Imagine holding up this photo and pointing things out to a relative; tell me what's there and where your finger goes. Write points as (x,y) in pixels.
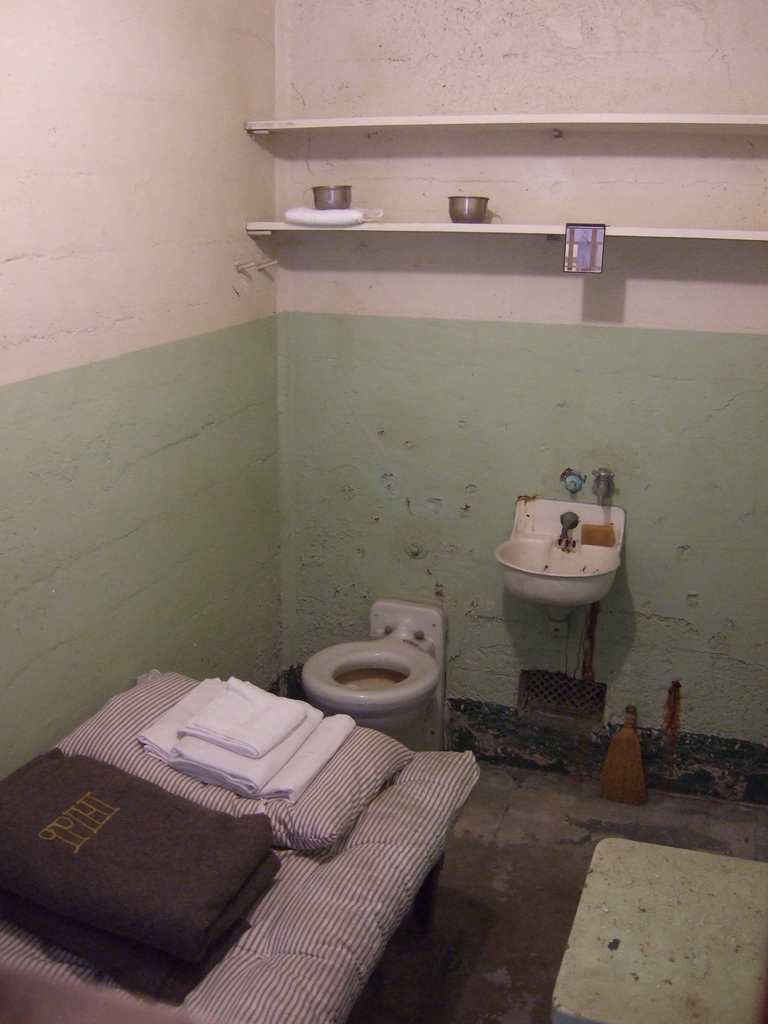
In this image there is a bed (409,862), on that bed (391,787) there is towel (308,761), pillow (334,798), in the background (568,574) there is toilet seat (408,620) and sink (516,536) and a wall (393,317).
